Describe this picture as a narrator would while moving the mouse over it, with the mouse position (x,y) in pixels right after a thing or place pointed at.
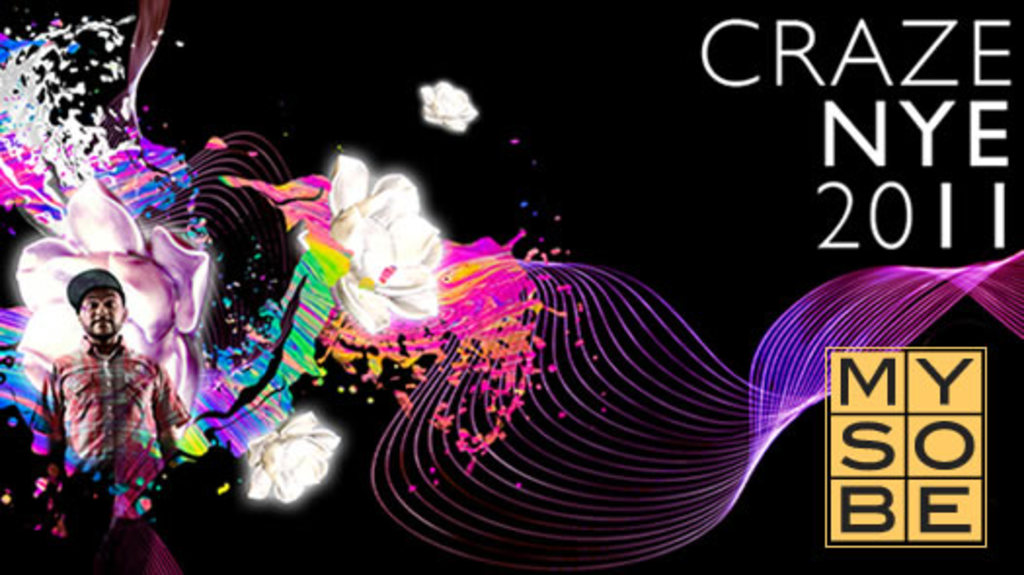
In this image we can see a person (58,431) standing on the left side (73,459).
